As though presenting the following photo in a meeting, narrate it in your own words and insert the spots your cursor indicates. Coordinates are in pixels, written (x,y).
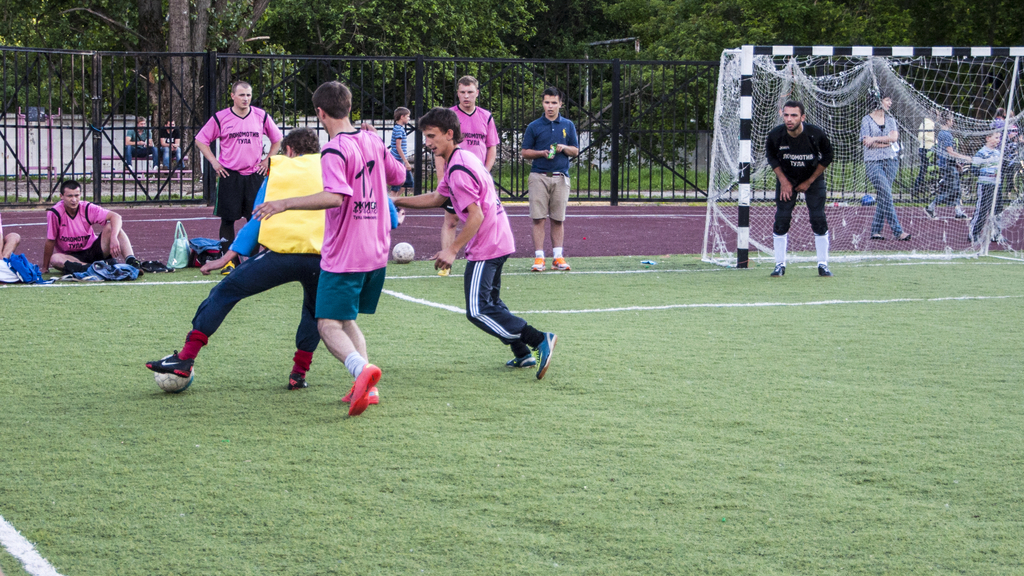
In this picture we can see some persons (171,369) are playing football. This is grass (763,502) and there is a mesh (889,122). On the background (359,66) we can see some trees (659,72) and this is fence (649,150).
